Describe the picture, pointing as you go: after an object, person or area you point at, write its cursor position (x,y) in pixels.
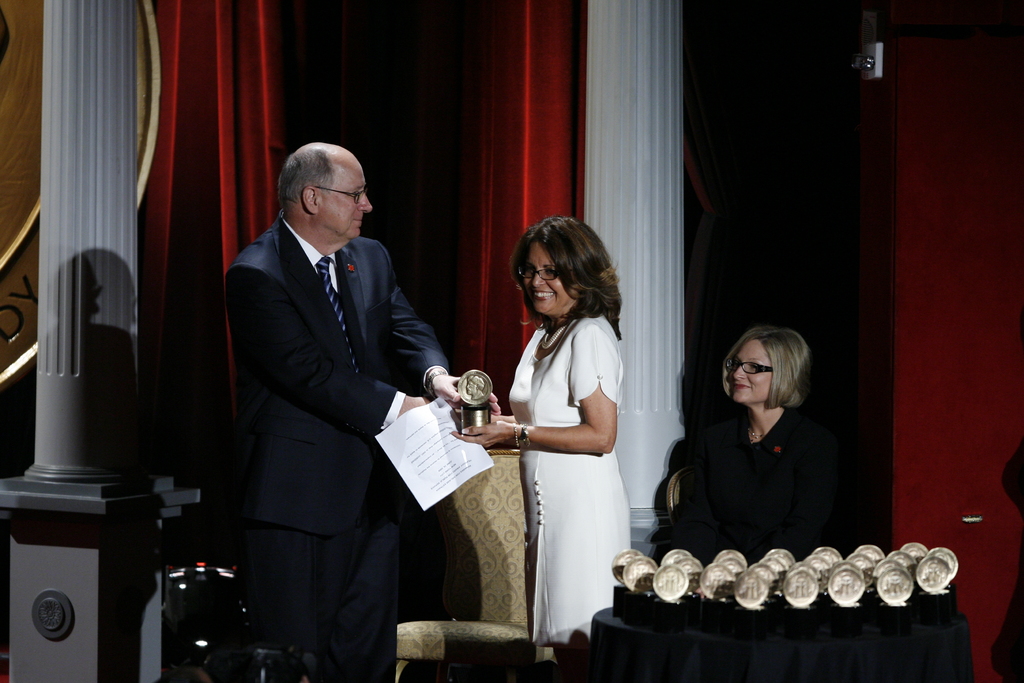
There are two people (605,389) standing and holding a trophy (463,420) and paper (440,456), behind this woman (564,462) there is another woman (758,447) sitting on chair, in front of this woman (742,539) we can see trophies (701,604) on the table (708,640). In the background (491,96) we can see pillars (103,100) and curtains (266,104).
